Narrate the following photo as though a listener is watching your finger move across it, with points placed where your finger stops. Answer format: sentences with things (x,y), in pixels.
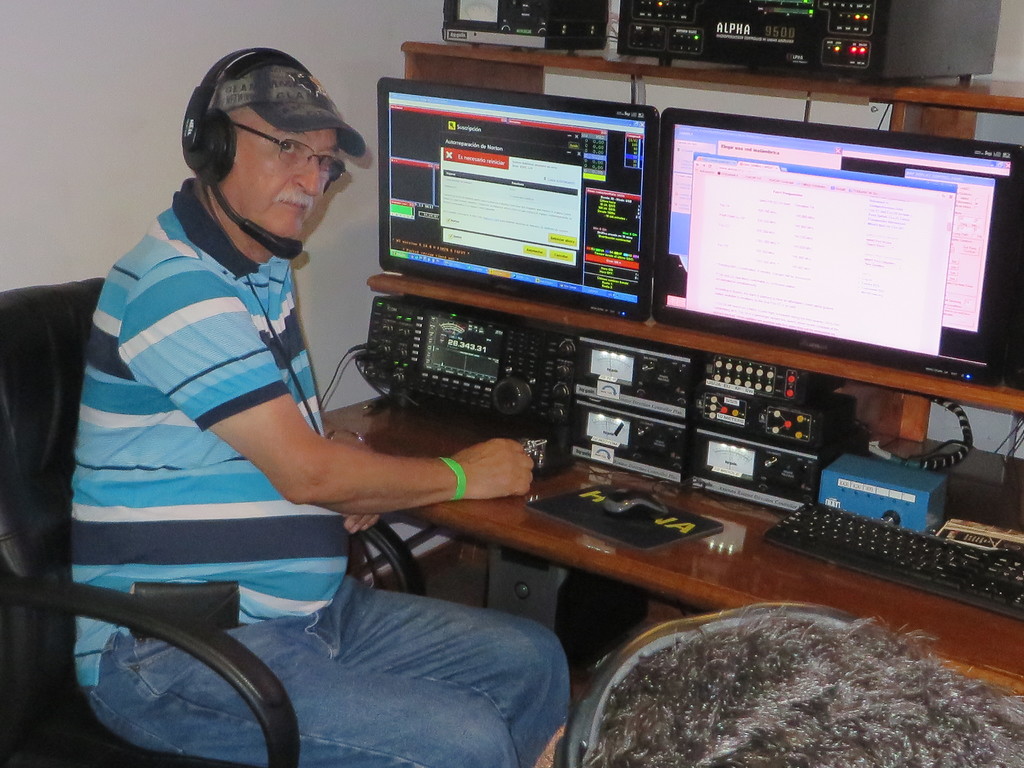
In the image there is a man (267,434) sitting on a chair (269,736) and wearing a headset (233,73), in front of him there is a table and on the table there are some equipment (578,367), monitors (631,175) and other gadgets (780,460). In the background (34,120) there is a wall (7,108).
